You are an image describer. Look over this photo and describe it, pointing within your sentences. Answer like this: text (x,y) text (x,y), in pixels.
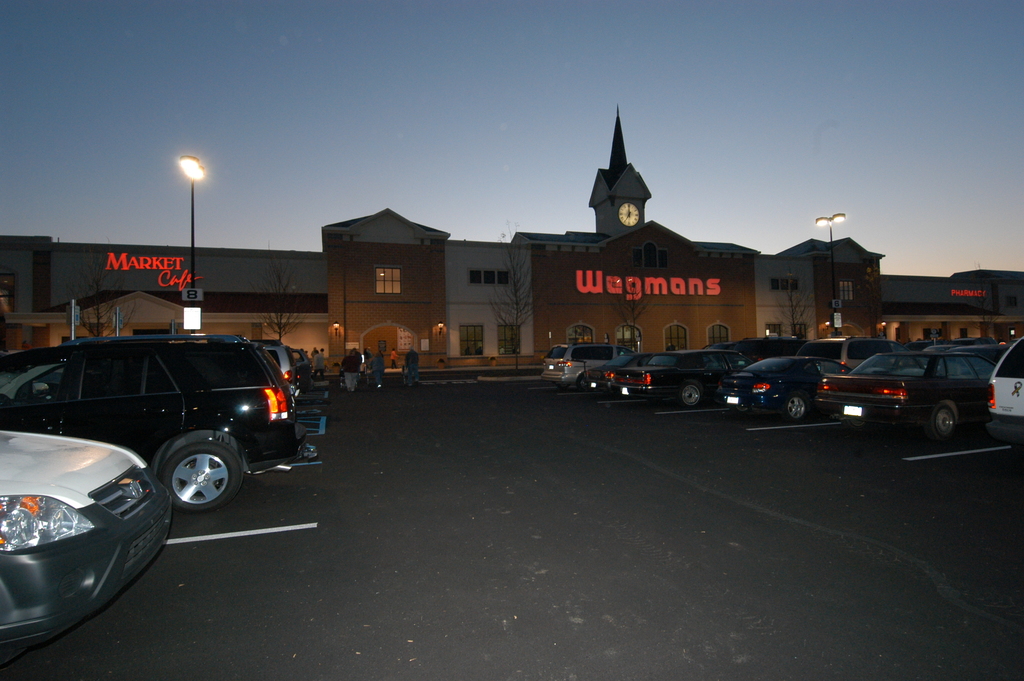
In this image we can see a building (710,290) with text (595,276) and a clock (623,218), there are light poles (194,171), dry trees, few people (408,371) walking on the road (489,515) and there are few cars (974,375) parked in front of the building (659,333) and there is a sky (403,88) in the background (551,100).
